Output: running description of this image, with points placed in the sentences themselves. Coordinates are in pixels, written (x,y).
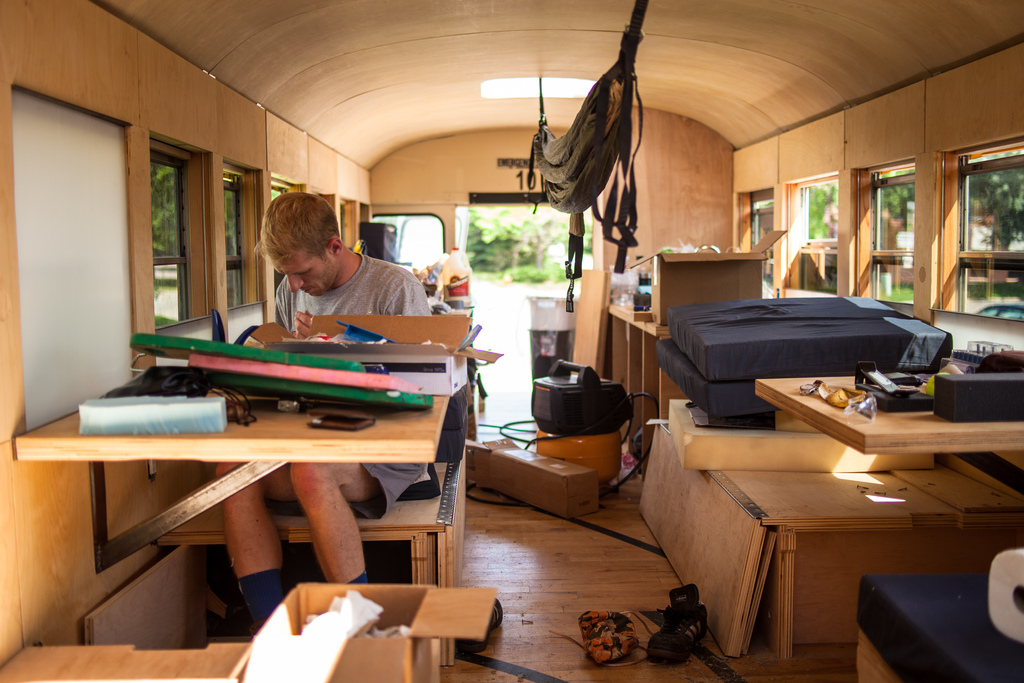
In this picture there is a person (281,281) sitting. There is a cardboard box (451,358) and there are wires (538,440) and there is a device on the table (399,428). On the right side of the image (689,266) there is a cardboard box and there are objects (1023,402) on the table (967,441). At the bottom (396,661) there are cardboard boxes (399,677) and there are devices (565,372). At the back (491,255) there are trees (533,253) behind the door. On the right side of the image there is a vehicle (1011,313).
